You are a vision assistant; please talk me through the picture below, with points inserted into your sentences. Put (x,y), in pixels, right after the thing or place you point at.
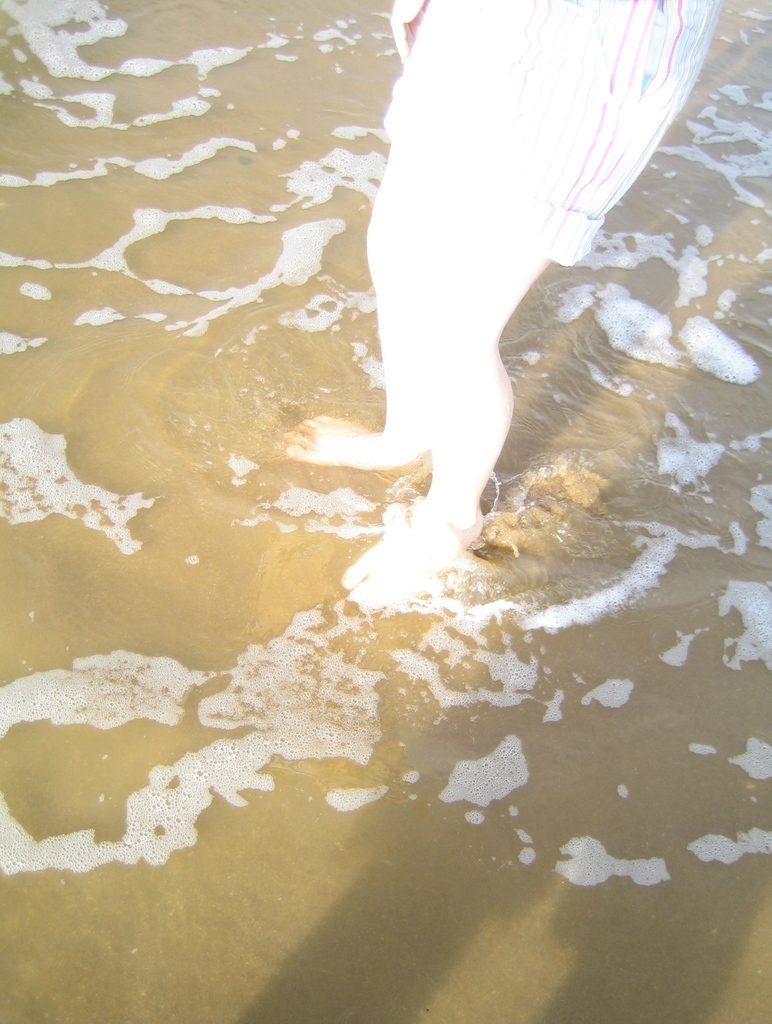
In this image I can see the person (439,298) wearing the dress (473,118) and standing in the water (253,712).
